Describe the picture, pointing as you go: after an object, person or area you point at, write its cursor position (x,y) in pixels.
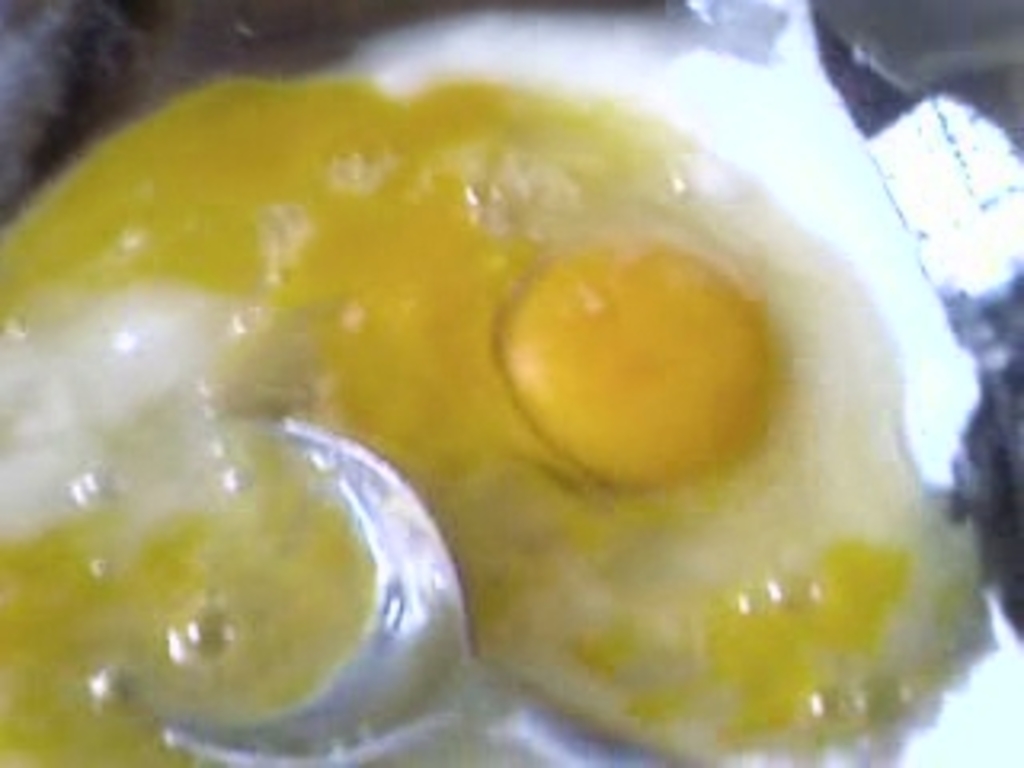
In the center of the image (444,360) we can see food (268,435) and spoon (401,670).
